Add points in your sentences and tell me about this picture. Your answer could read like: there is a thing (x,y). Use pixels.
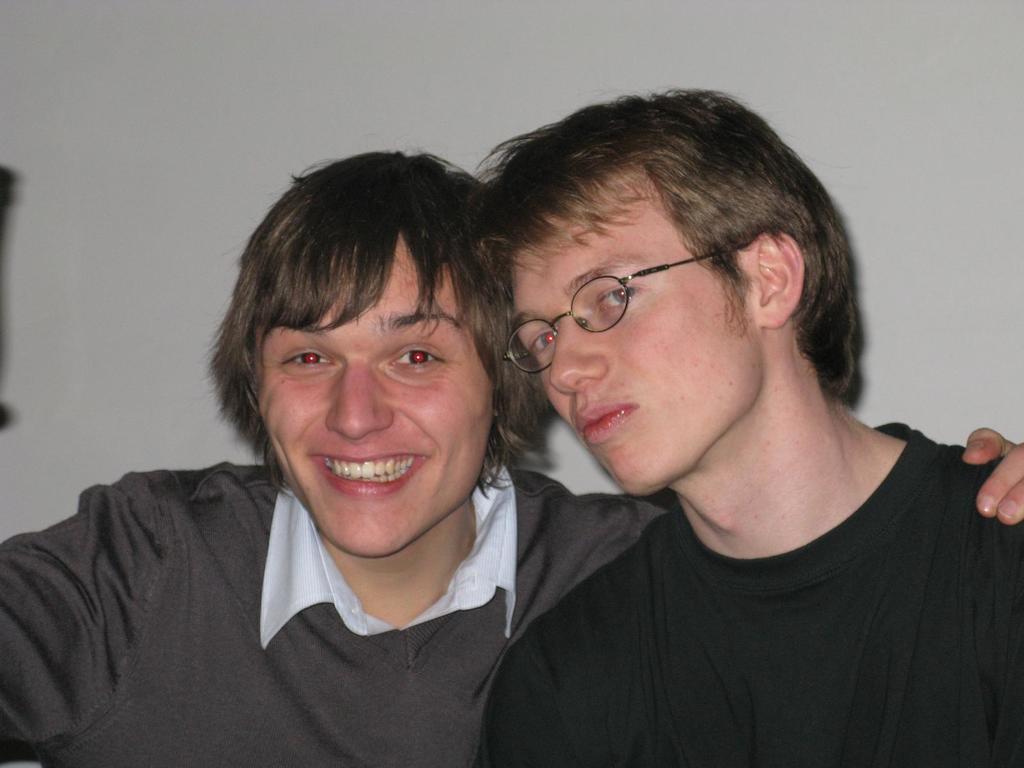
In this picture there is a man (858,457) with black t-shirt (892,648) and there is a man (429,440) with white shirt (284,574) is smiling. At the back (173,122) there is a wall (220,80).
